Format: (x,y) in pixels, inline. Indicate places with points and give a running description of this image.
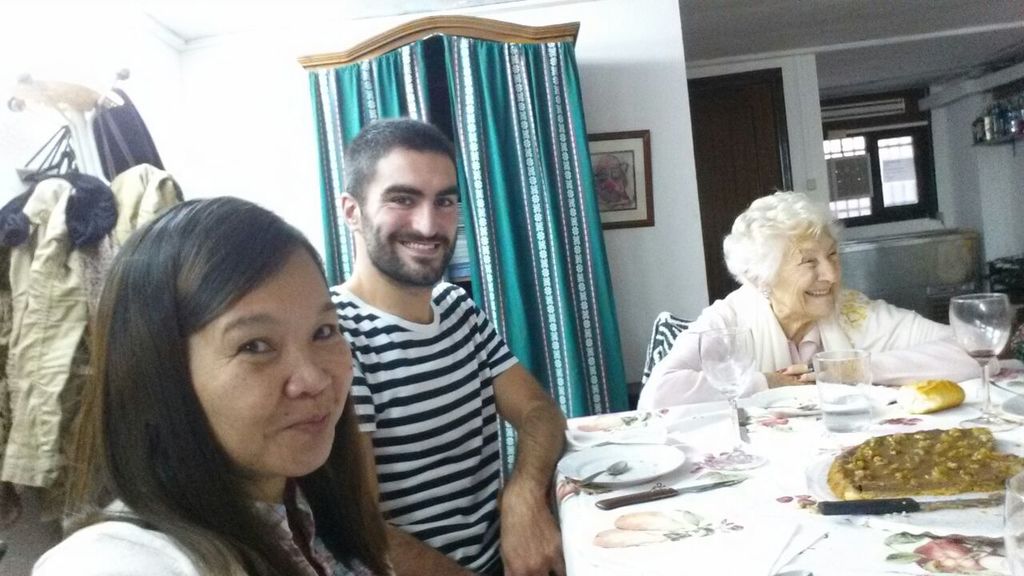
In this image, we see table (747,548) in front on which three plates (649,466) are placed along with two spoons (604,469) and knives (859,504). We can even see cake (977,444) like. We see glass (861,405) on the table (880,411). Here, we see three people (462,421). On the right most (749,326), we see an old woman (776,334) with white dress (824,339) sitting on the chair (662,333), she is laughing. To the left of her we see man (370,320) in black and white t-shirt (480,433) is smiling. On the left most of this picture (244,412), we see women (195,345) white shirt (125,532) or top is also smiling. On the top left of this picture (83,102), we see some jackets (86,237) hanged to this hanger (103,174). Behind this, we see wall (246,138) white in color and in middle (529,245) we see door curtain (527,133) which is blue in color. On the wall (660,218), to the right of this curtain (581,150) we see photo frame (599,183) and behind that we see door (765,164) which in brown in color and beside that door (718,142), we see a kitchen (869,251) like and we see counter top (926,261). On top we find window (915,149) which is opened. To the right most (1004,112) on the top (977,134), we even see vessels (1006,136) on a stand (984,132).
